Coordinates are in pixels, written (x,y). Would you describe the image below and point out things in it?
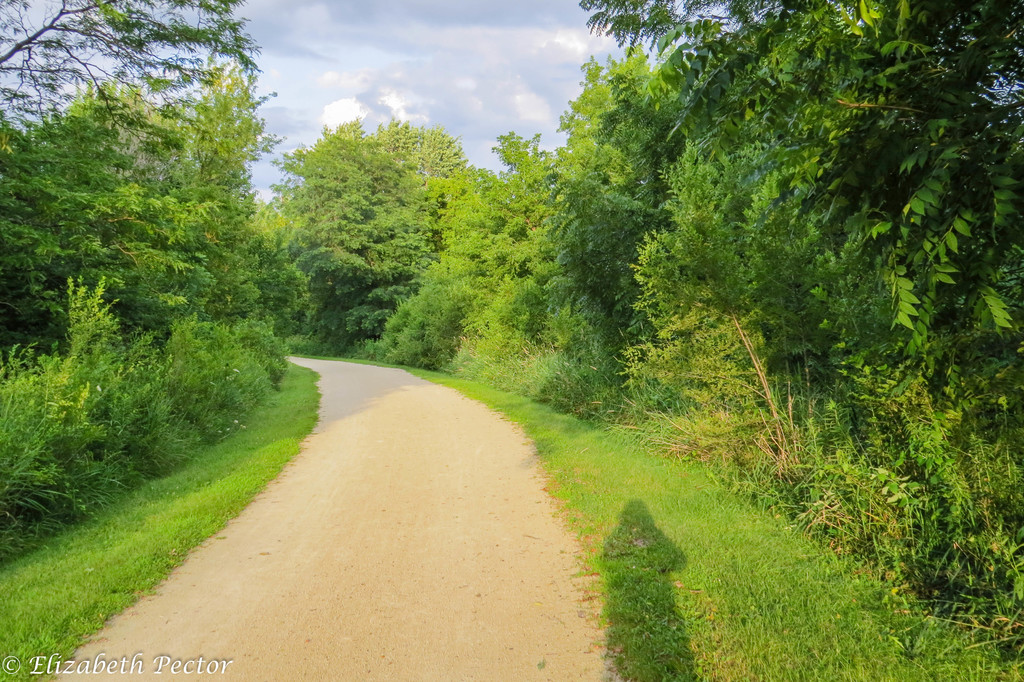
In this picture we can see grass (180,429), trees (308,222) and white color clouds (389,100).
